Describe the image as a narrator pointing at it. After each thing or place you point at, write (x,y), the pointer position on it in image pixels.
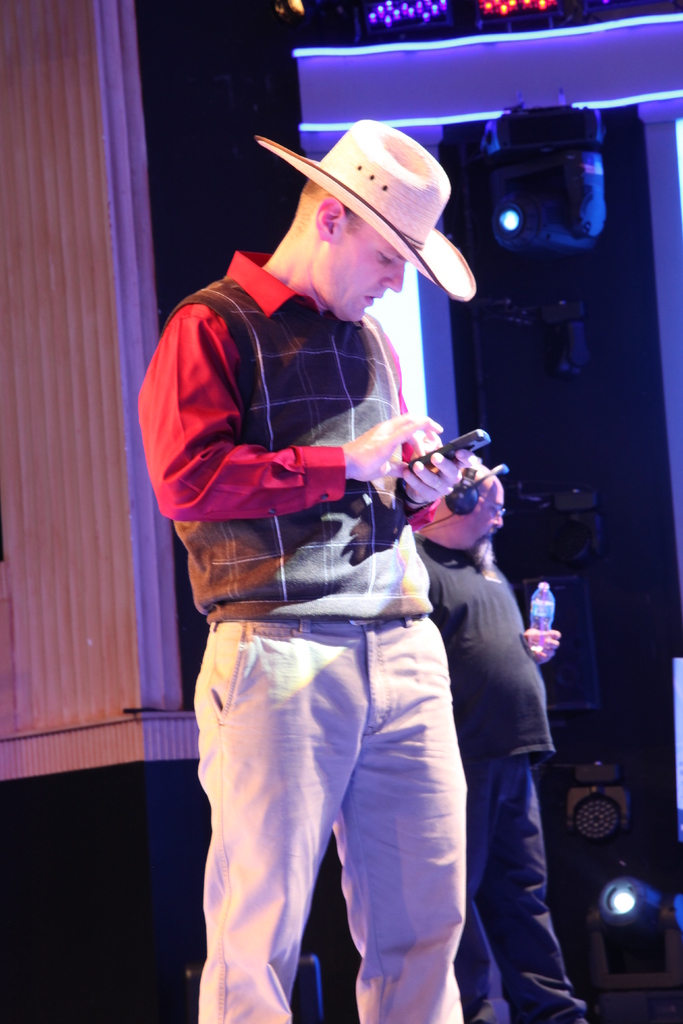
In this image I can see two people (309,683) with different color dresses (406,603) and one person (308,228) with the cap (391,180). I can see one person (256,473) is holding the mobile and another person (499,648) is holding the bottle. In the background (526,596) I can see the lights (412,405) and the sound boxes (568,590).
